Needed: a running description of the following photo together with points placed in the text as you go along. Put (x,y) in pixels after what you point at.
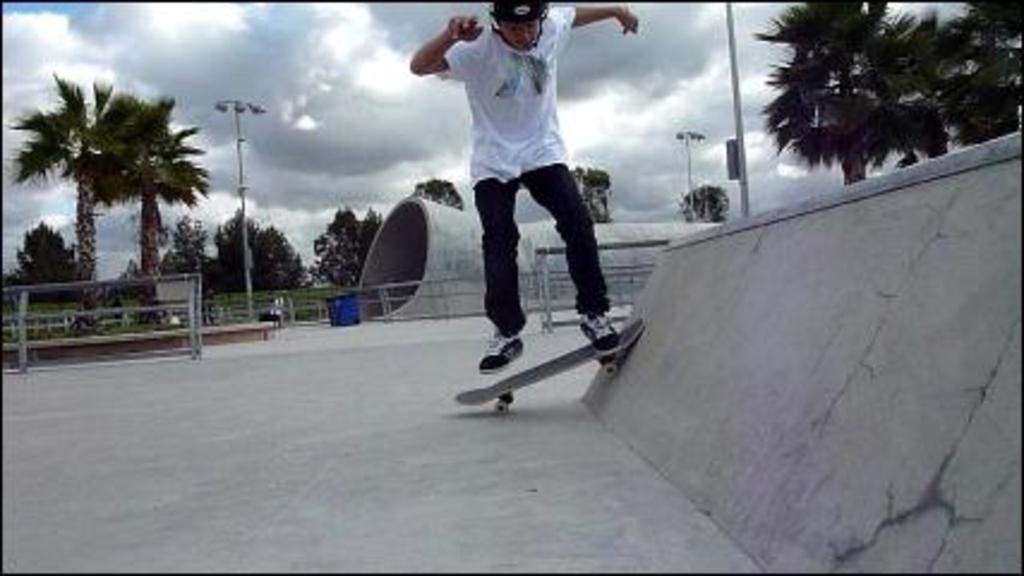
This picture is taken from the outside of the city. In this image, on the right side (996,287), we can see some trees (926,108) and a slope (705,334), pole (737,88). On the right side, we can also see a man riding on the skateboard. On the left side (9,319), we can see a metal rod (19,311), trees (74,270), plants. In the background (180,270), we can see a box (334,318), street light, trees (233,265). At the top (386,117), we can see a sky (387,123) which is cloudy, at the bottom (345,399), we can see a floor (287,430).
